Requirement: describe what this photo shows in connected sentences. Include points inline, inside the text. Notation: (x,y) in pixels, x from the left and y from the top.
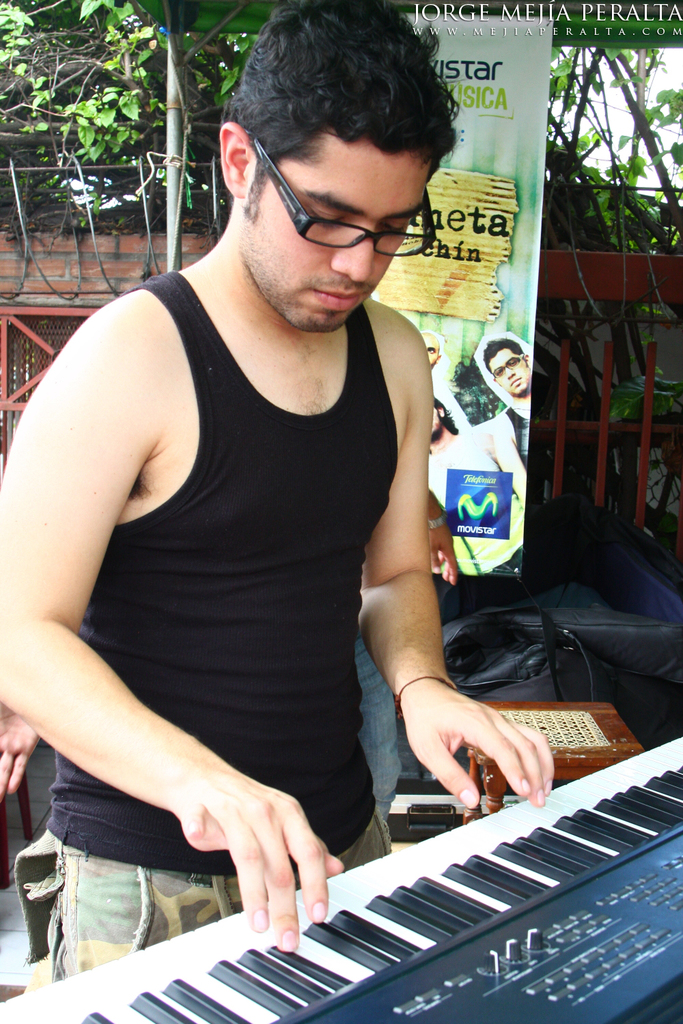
On the background (83,270) we can see wall (106,248) with bricks (126,239), trees (134,85). This is a banner (489,266). Here we can see one man (366,432) wearing black colour spectacles (330,239), standing and playing a piano (524,876). This is a stool (580,722). This is a wall (118,246).
